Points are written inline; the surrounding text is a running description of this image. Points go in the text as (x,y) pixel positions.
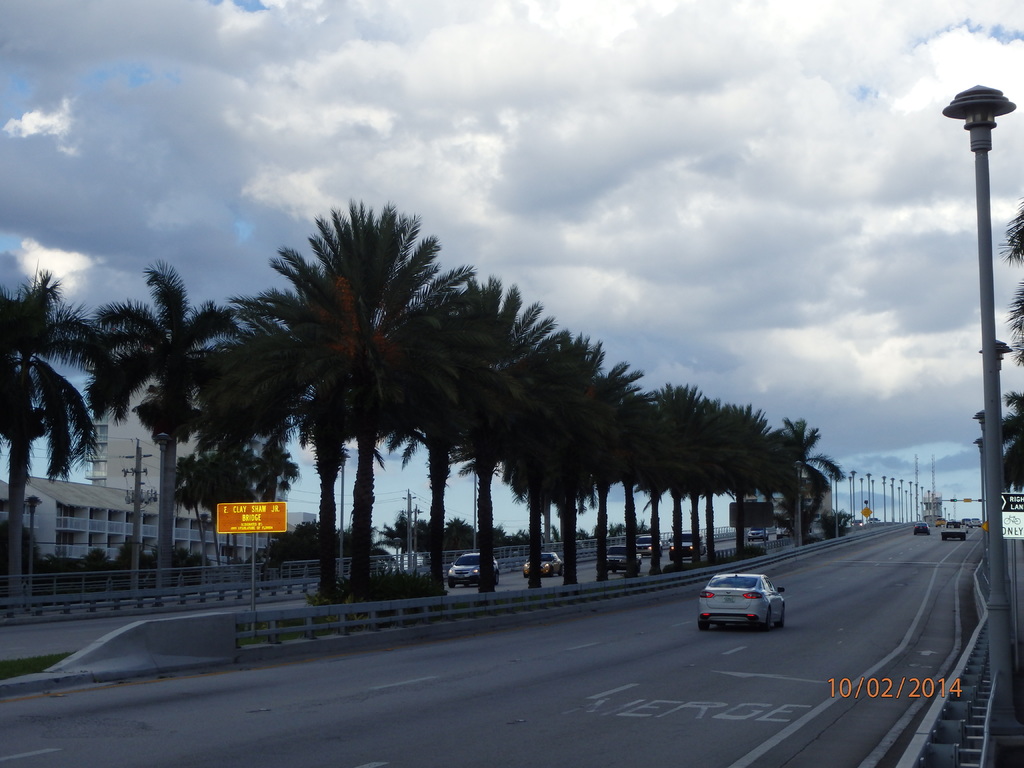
In this picture we can see the buildings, poles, lights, boards (1007,518), cars (682,543), road (778,628), trees (656,529), railing (150,590). At the top of the image (609,150) we can see the clouds (519,115) are present in the sky (656,38). At the bottom of the image (524,643) we can see the road (607,617). In the bottom right corner (882,688) we can see the text (845,695).
